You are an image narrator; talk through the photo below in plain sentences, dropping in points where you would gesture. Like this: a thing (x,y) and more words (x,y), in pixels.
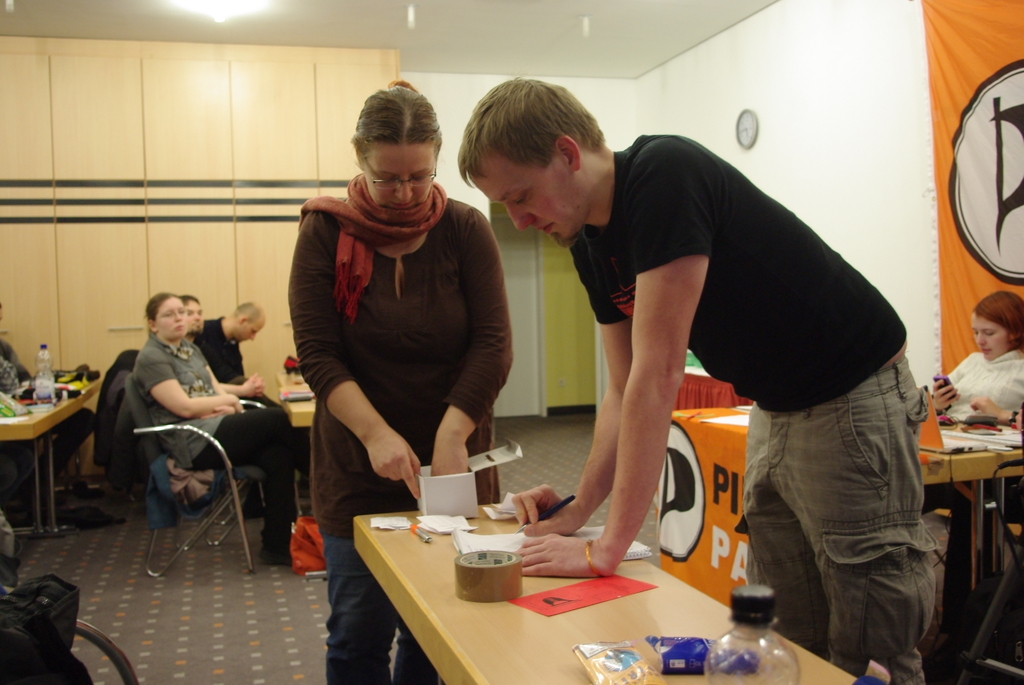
In this image we can see this persons (674,299) are standing near the table (700,627). There are few papers (482,545), tape (486,585), box (456,478) and bottle (736,656) on the table (585,642). In the background (236,436) we can see this people (226,424) are sitting on the chairs (237,494) near the table (943,472). These are the cupboards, banners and wall clock (756,121).
